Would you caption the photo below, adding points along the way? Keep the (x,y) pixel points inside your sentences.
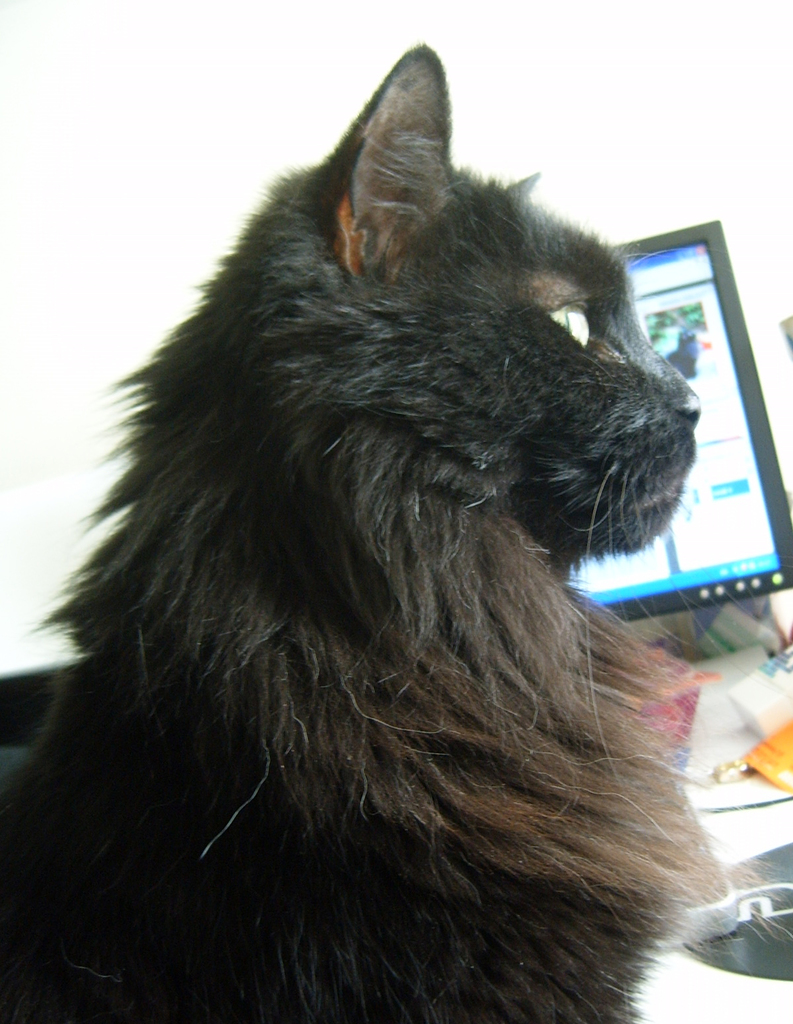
In this image, I can see a cat (304,839), which is black in color. Behind the cat (509,509), there is a monitor (694,365) and few other objects (766,749) on the table (751,819). The background (169,147) is white in color.
